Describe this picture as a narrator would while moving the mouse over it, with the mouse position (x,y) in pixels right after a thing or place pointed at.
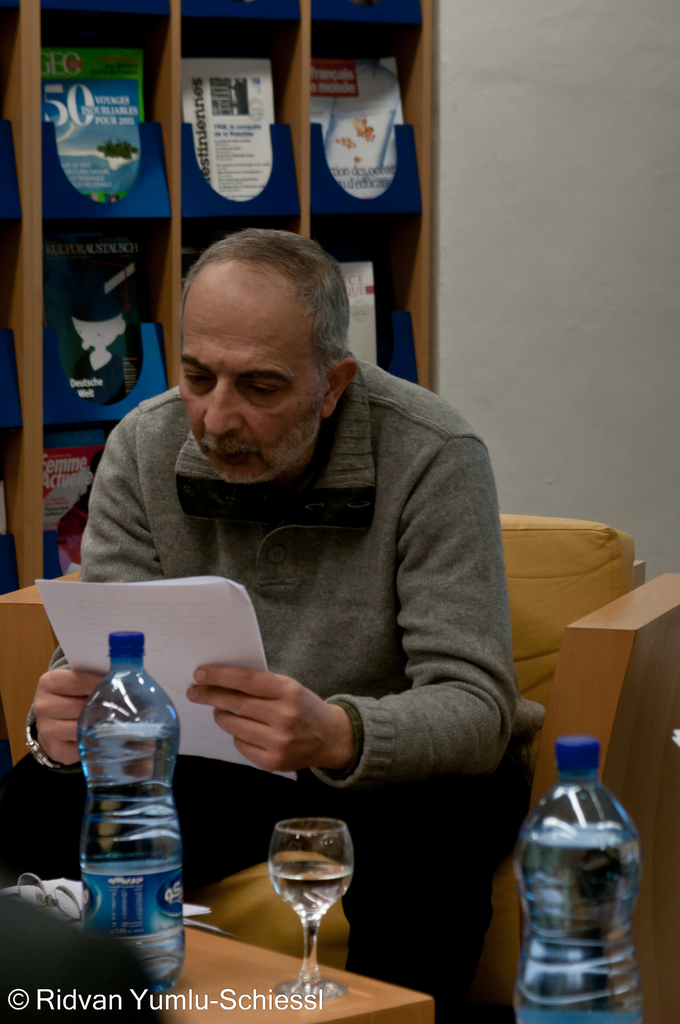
A person (200,571) is holding a paper (226,660) and sitting on a chair (532,660). In front of him there is a table (240,977). On the table (201,967), there are bottle (154,802) and glass (292,889). In the background (314,150) there is a cup board (18,132) and in the cupboard (10,74) there are magazines (343,176). And a wall (563,359) is over there.
